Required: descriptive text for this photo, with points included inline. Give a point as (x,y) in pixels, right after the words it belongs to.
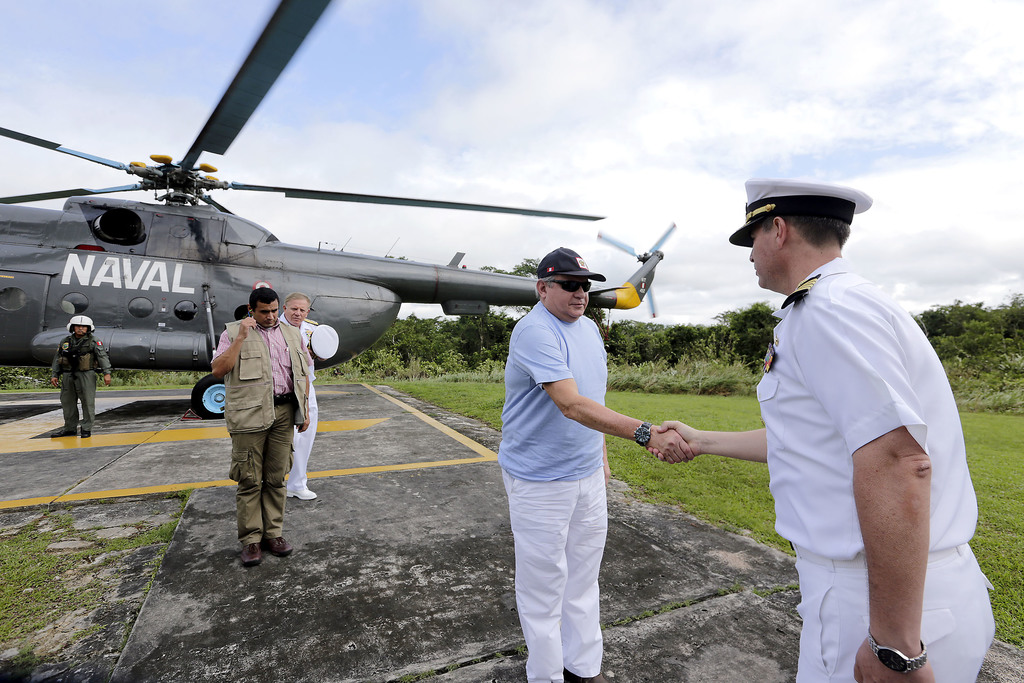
In this image there is an helicopter (212,274), in front of the helicopter (146,301) there are a few people (265,465) standing on the path (359,559), in them two are shake handing. In the background (760,357) there are trees (982,355) and the sky (513,141).
